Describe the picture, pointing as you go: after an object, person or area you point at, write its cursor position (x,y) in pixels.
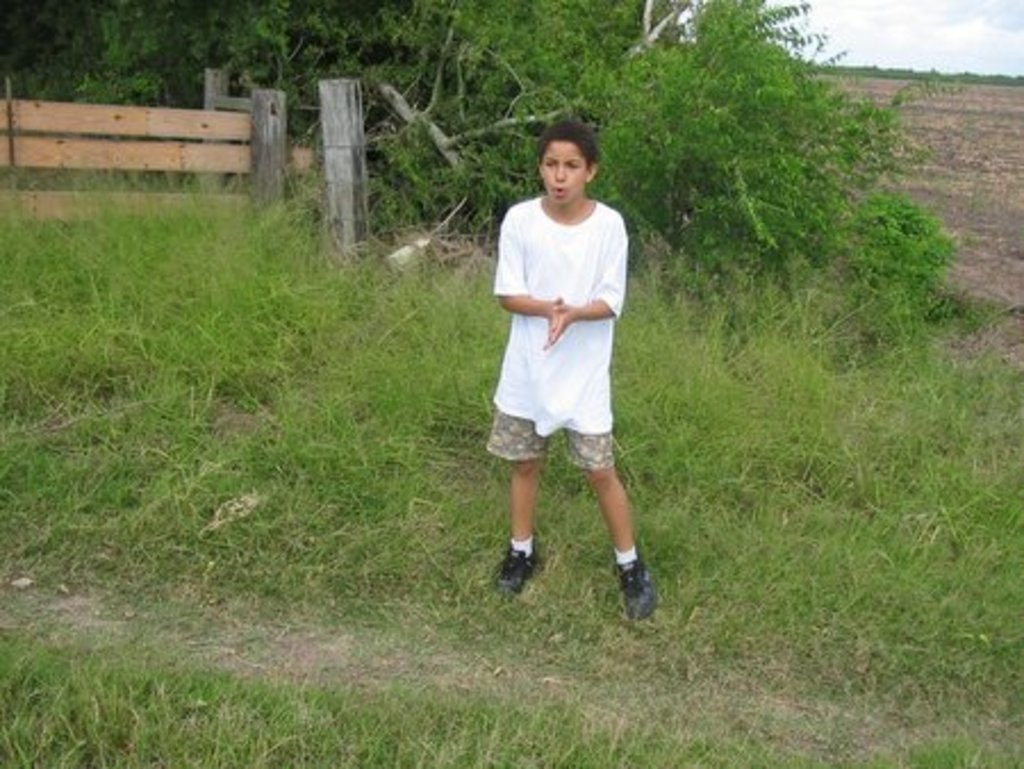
In this image I can see in the middle (513,494) a boy (534,379) is standing, he is wearing a white color t-shirt (580,296). On the left side (190,111) it looks like a wooden compound wall (223,163), at the back side (602,106) there are trees (588,106), in the right hand side (894,48) top there is the sky (938,40).
